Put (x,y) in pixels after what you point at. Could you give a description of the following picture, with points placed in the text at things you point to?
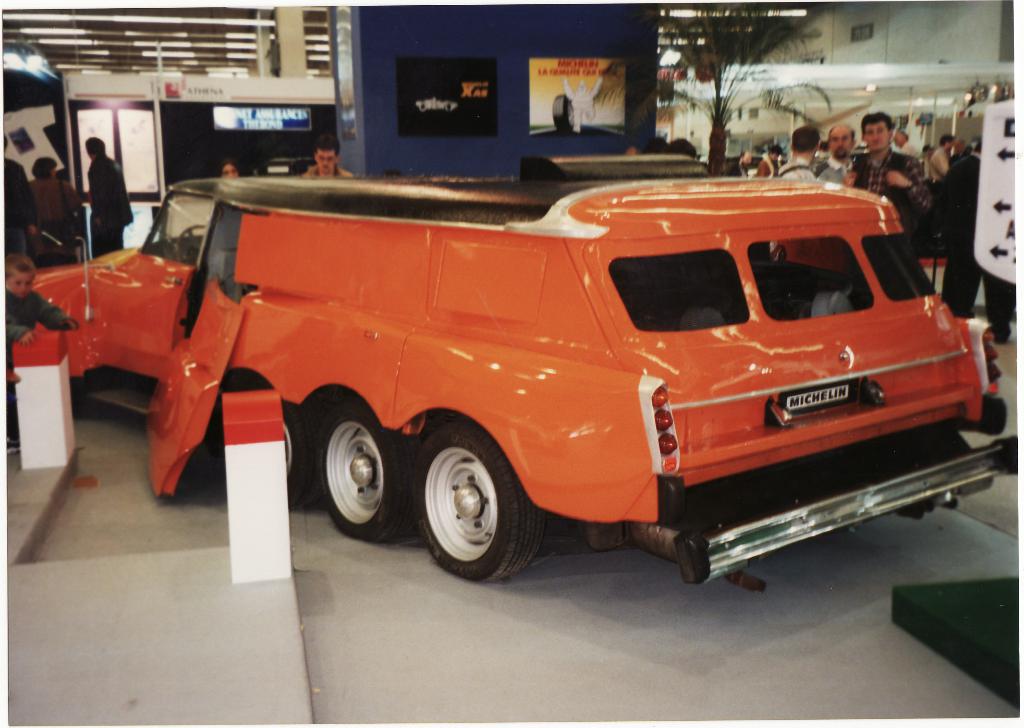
In the center of the image (564,287), we can see a vehicle (435,339) and in the background (70,168), there are poles (41,349), buildings (206,117), lights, boards (583,84), trees (775,92) and sign boards (991,206). At the bottom (407,648), there is floor (798,625) and road (937,527).
